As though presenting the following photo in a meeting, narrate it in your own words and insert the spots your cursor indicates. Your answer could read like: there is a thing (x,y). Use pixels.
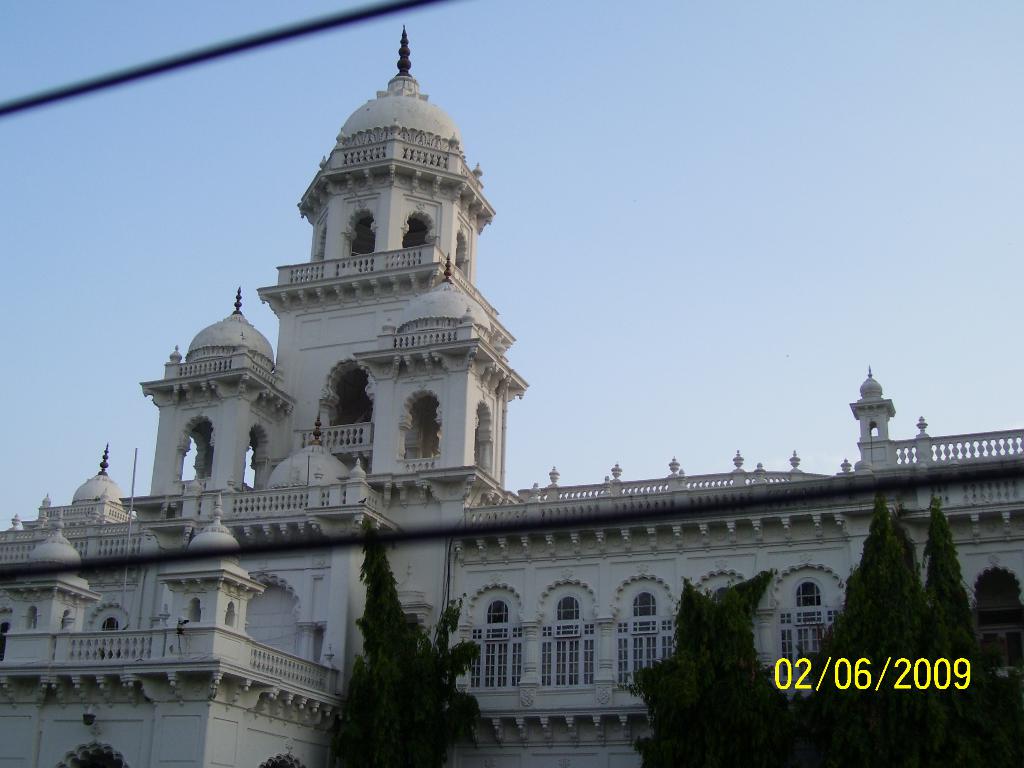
In this image we can see a building (322,404) with doors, in front of the building (392,230) there are some trees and in the background (266,114) we can see the sky (220,68).
